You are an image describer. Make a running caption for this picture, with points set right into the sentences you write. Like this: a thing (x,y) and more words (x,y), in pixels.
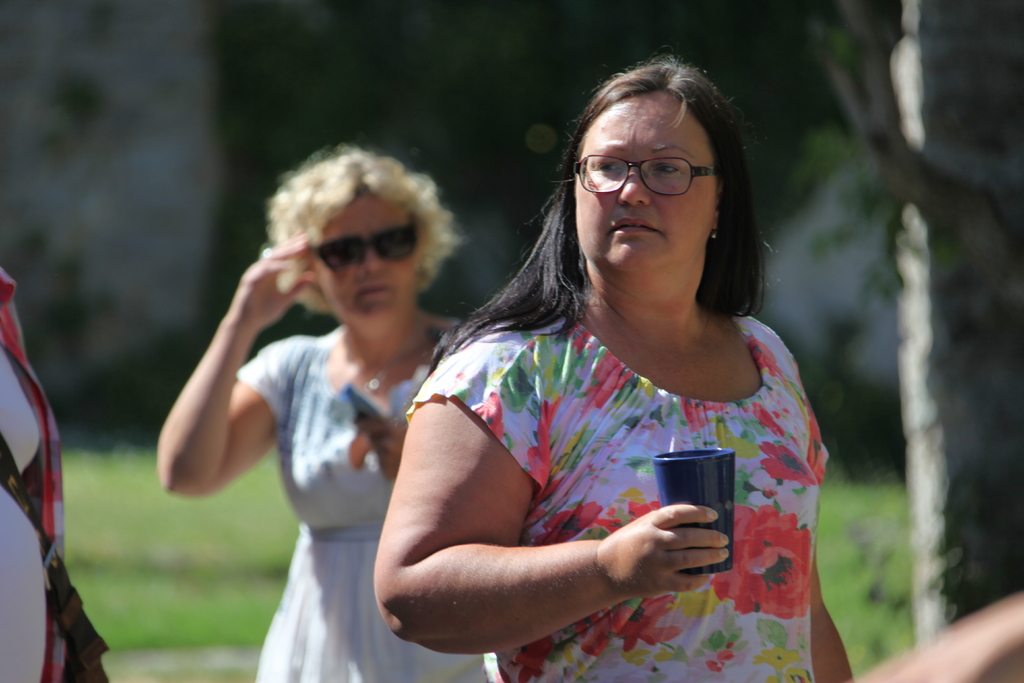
In this picture I can see couple of women (632,444) standing and I can see a woman (621,286) holding glass (690,470) in her hand (658,528) and another woman (268,316) setting her sunglasses (391,246) on the face (370,286) and looks like few people (12,600) standing on the side and I can see grass (162,578) on the ground (159,590) and a tree (892,108) on the right side (939,135).
